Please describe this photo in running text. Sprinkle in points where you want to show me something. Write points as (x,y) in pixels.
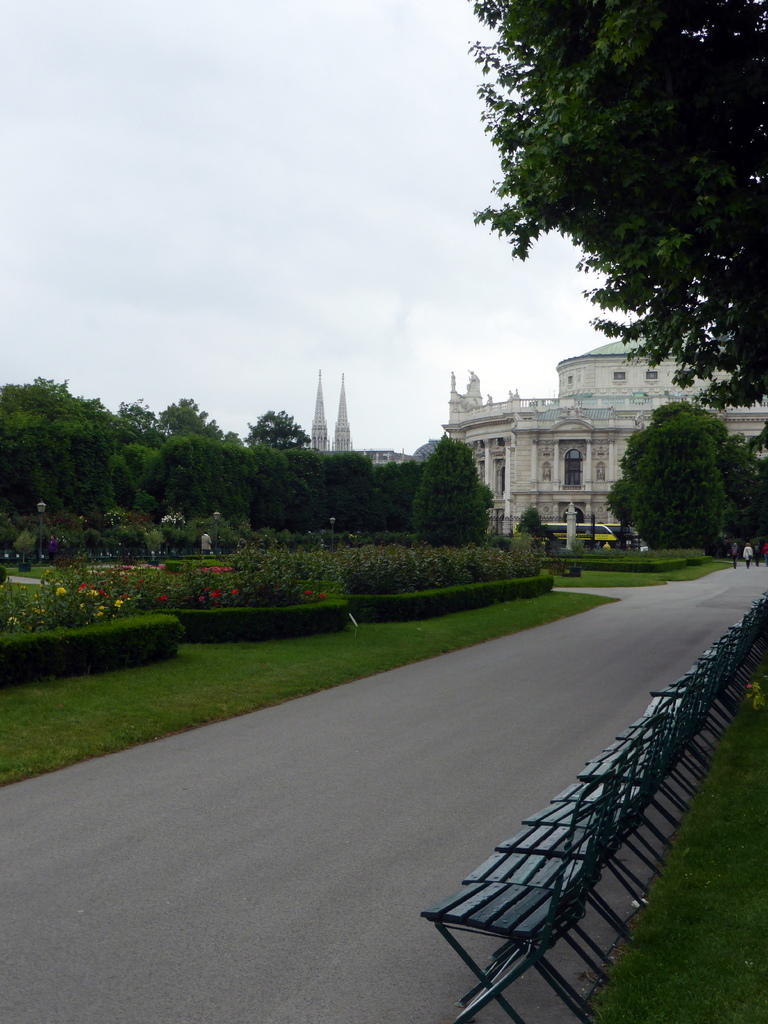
In this image I can see the building (583,418), windows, trees (751,325), flowers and few chairs (566,845) on the road (542,681). I can see the sky (399,265).
